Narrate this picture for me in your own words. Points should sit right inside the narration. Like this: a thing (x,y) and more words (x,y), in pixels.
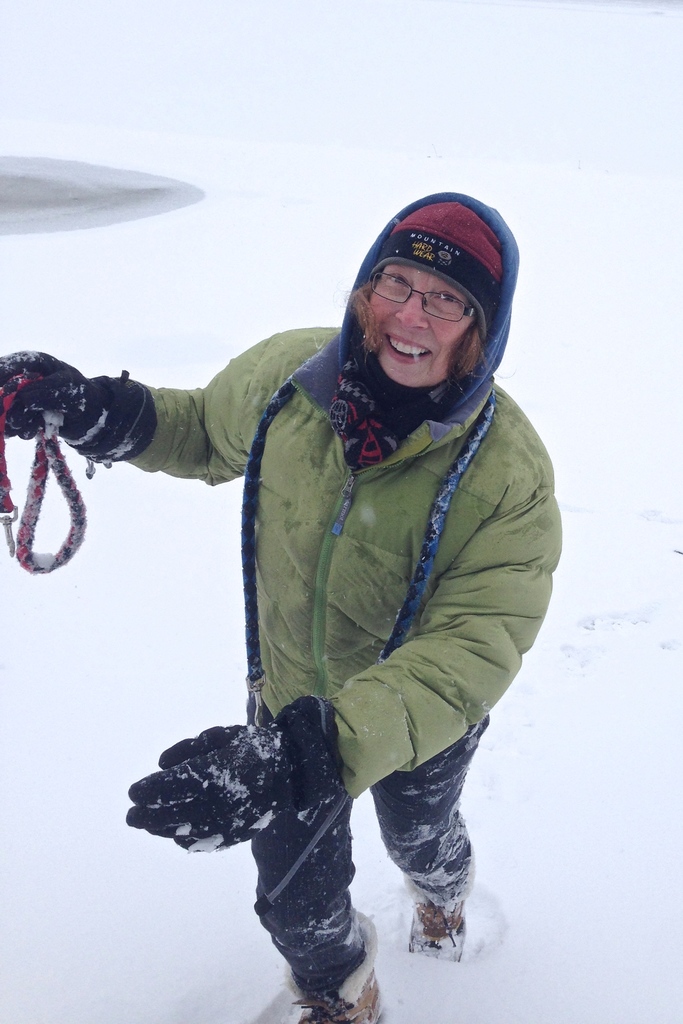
In this image I can see a person (449,618) standing and wearing green jacket (421,527) and holding something. Back I can see the snow (229,212).
